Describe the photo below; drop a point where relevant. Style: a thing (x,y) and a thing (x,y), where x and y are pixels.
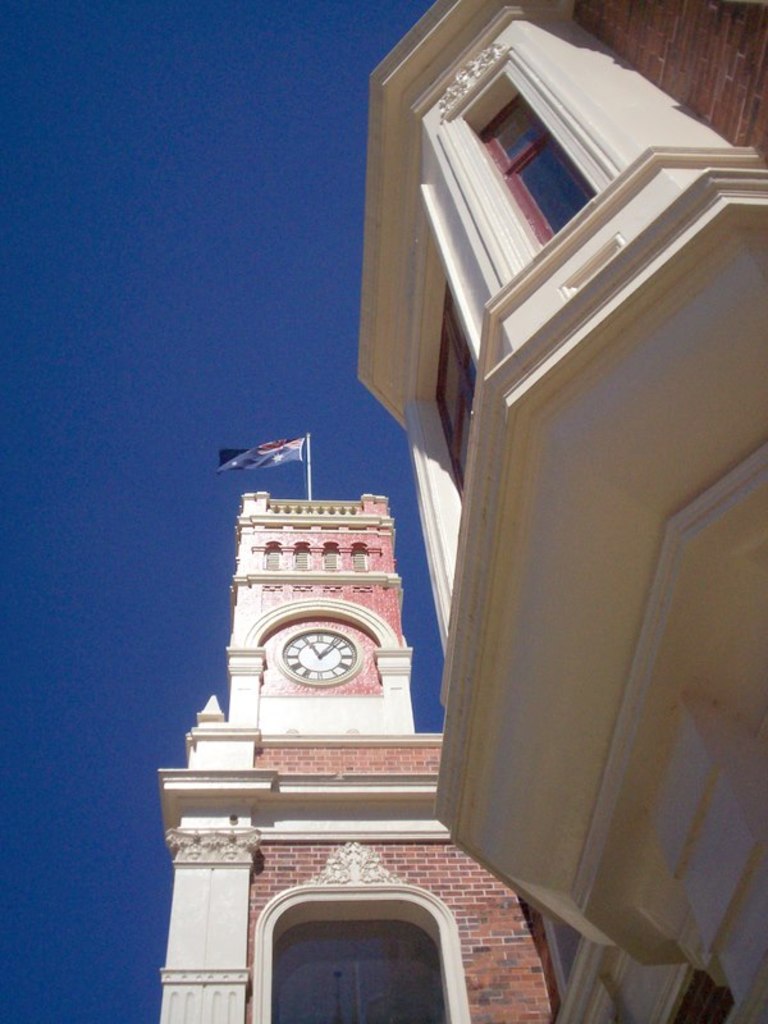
The picture consists of buildings (512,827). The building (347,876) has brick wall (383,844) and clock (347,646). At the top of the building (278,673) there is a flag (242,467). Sky (209,381) is sunny.
